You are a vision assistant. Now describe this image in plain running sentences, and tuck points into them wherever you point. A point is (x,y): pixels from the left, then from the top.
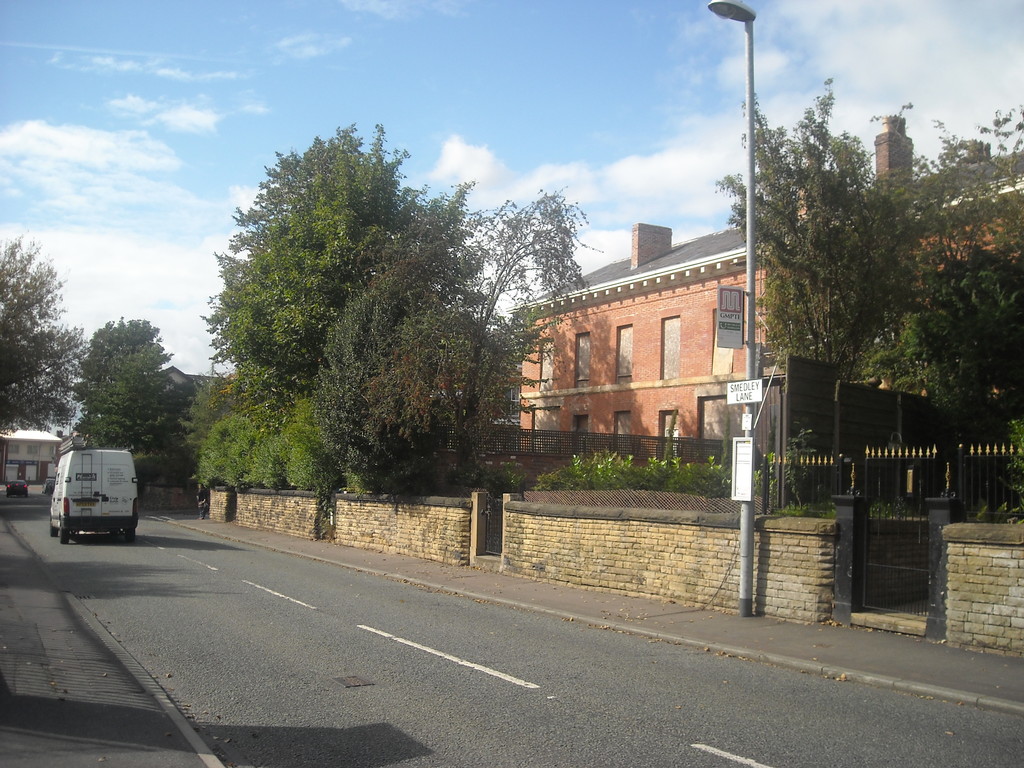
In this image I can see the vehicle (131,522) on the road (188,602). To the right (742,452) I can see the pole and the boards (736,464) attached to the pole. In the background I can see many trees (471,426), buildings (698,368), clouds (183,200) and the sky (183,200).
